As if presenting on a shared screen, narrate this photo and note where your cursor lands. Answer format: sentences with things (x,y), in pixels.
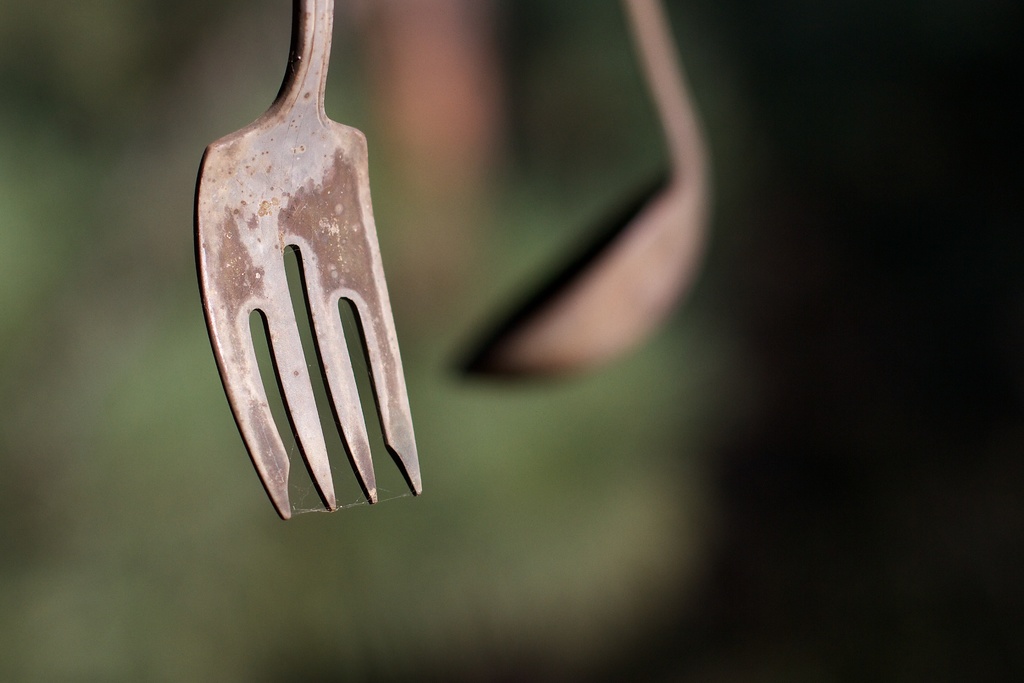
In this picture we can see a fork (297,400) in the front (316,410), in the background (645,261) there is a spoon (683,239), we can see a blurry background (862,159).
